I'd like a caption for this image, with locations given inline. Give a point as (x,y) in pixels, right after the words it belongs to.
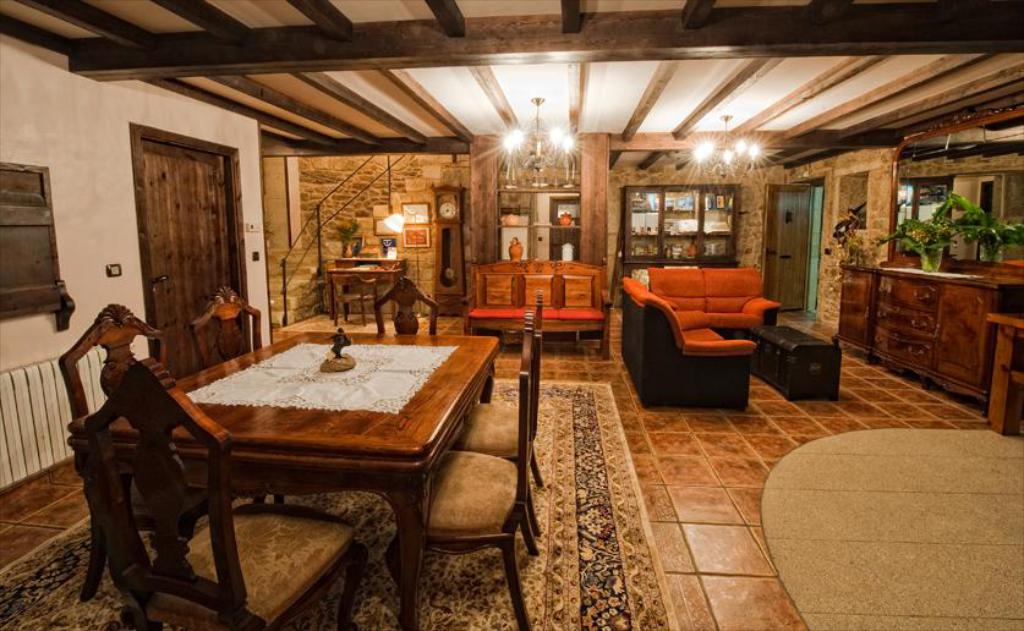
This is the picture of a room (447,473) where we have a dining table (472,392) to the left side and a sofa (740,325), a desk (856,307) on which some things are placed in the right side (898,310) and behind the sofa (672,278) there is a shelf (643,231) in which some things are placed.
